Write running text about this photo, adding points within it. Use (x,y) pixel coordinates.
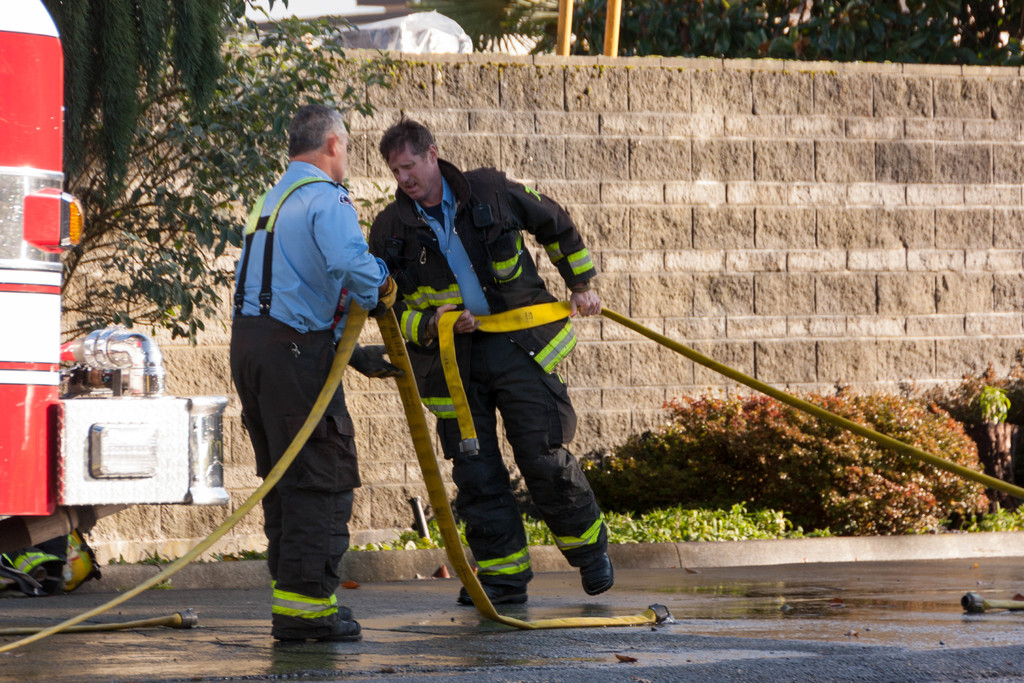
Here in this picture we can see two men (379,252) standing on the road (620,574) and they are wearing the uniform (296,298) on them and they are carrying water pipes (824,412) in their hands (381,378) and beside them we can see a fire truck (32,337) present and on the ground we can see grass (650,530), plants (772,458) and trees (92,189) present and behind them we can see a wall (559,149) present and behind that also we can see some poles (562,20) and trees (631,14) present.
